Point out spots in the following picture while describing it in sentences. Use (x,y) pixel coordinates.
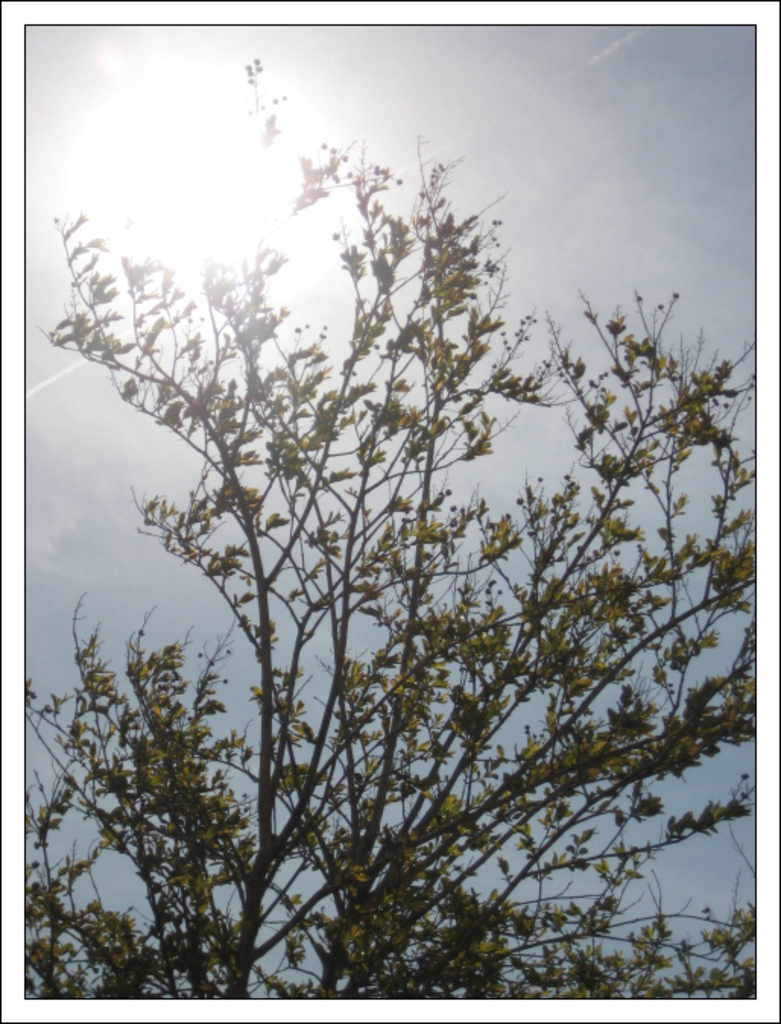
In the picture I can see leaves (257,687) of a tree (292,710) and top of the picture (632,80) there is clear sky (292,271).
